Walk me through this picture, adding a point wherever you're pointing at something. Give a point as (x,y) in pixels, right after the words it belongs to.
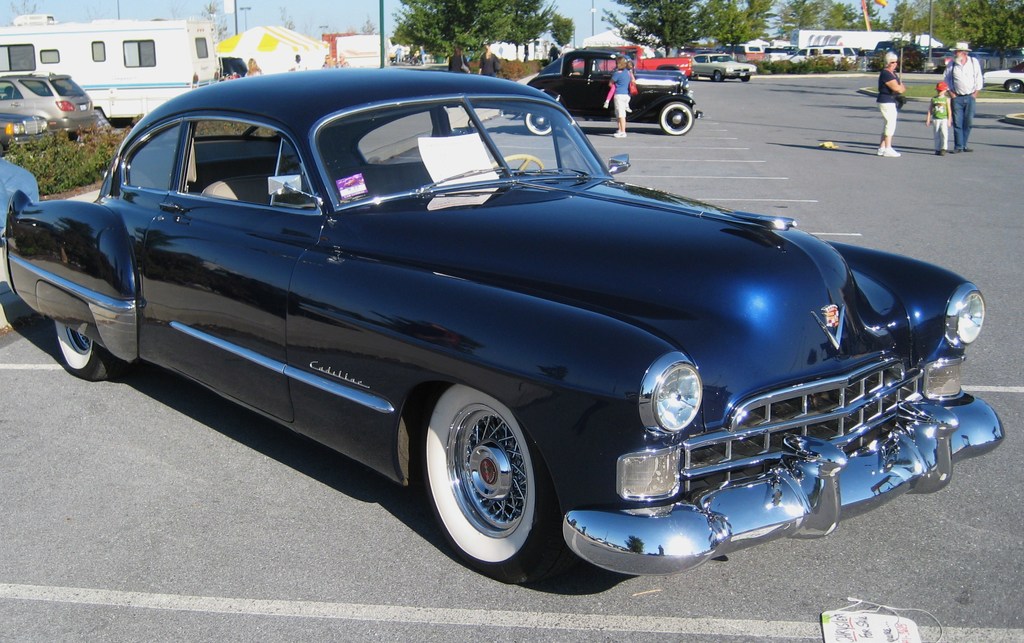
In this image in the front (333,229) there is a car (453,349) which is black in colour. In the background (689,55) there are trees (724,41), persons (619,74), cars (693,70), poles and there is grass (918,93) on the ground (926,93) and there are tents (287,51).
